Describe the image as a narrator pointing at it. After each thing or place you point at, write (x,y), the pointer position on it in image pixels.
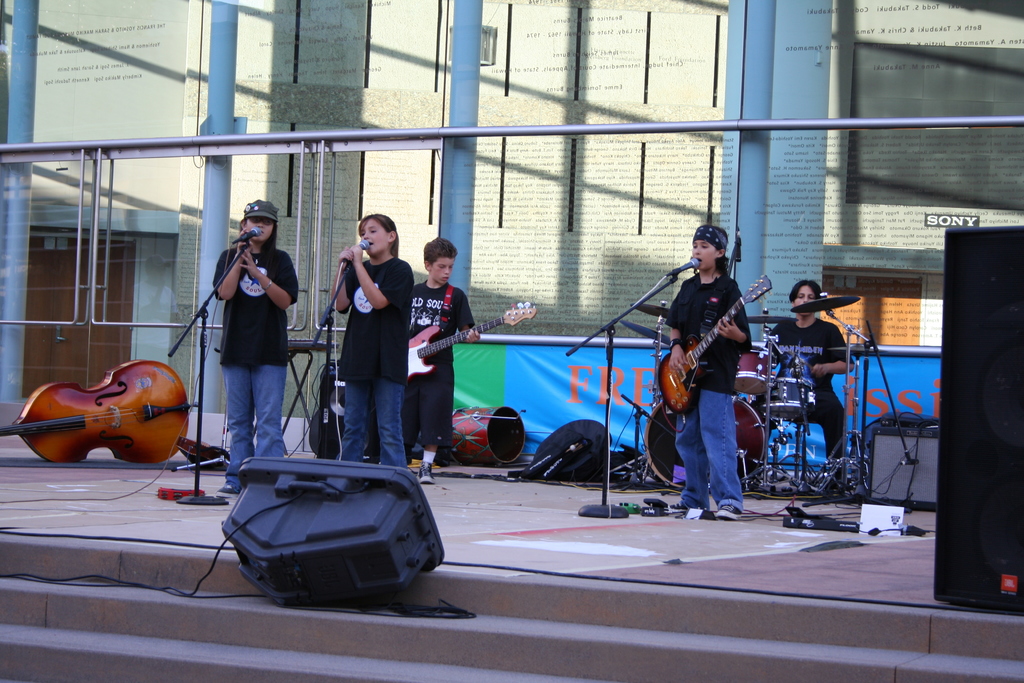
In the middle (434,364) there are many people (776,358) performing some actions. On the left (109,432) there is a big violin (112,419). In the middle (682,445) there is a person (705,295) he hold a guitar (688,373), singing a song, I think they are giving a stage performance. In the right (955,481) there is a speaker (962,515). In the middle (609,323) there is a stand (608,367). In the background (632,343) there is a building (616,137).
